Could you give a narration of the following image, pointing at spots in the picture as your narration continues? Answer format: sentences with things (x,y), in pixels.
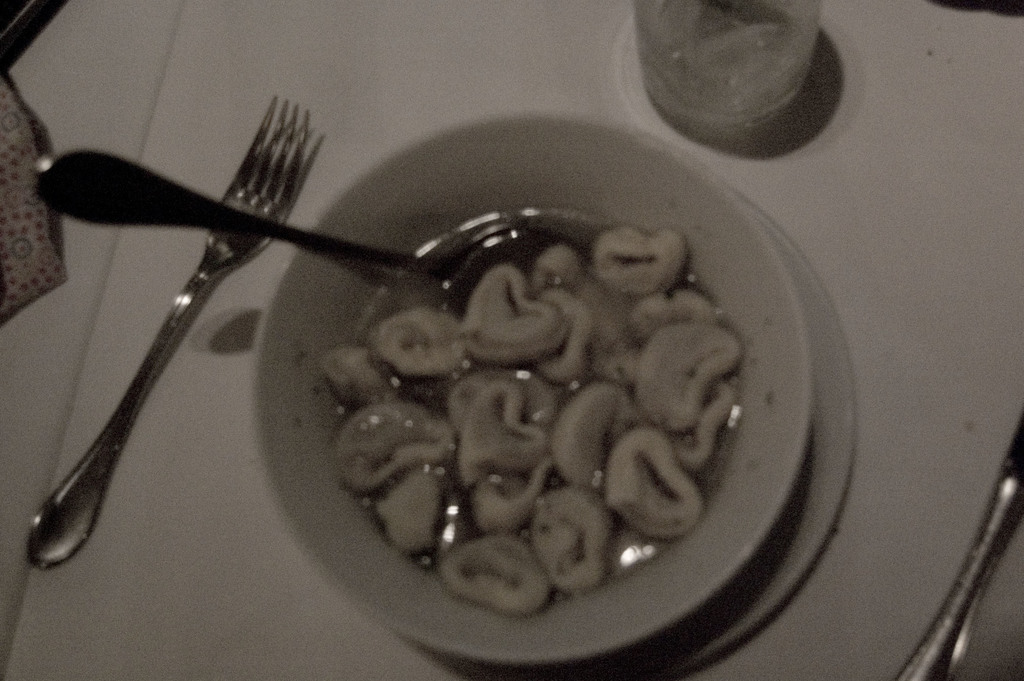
In this picture we can see a spoon (308,236) and food (551,390) in the bowl (525,330), beside to the bowl (606,208) we can find a glass (682,36), fork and other things (824,559).
